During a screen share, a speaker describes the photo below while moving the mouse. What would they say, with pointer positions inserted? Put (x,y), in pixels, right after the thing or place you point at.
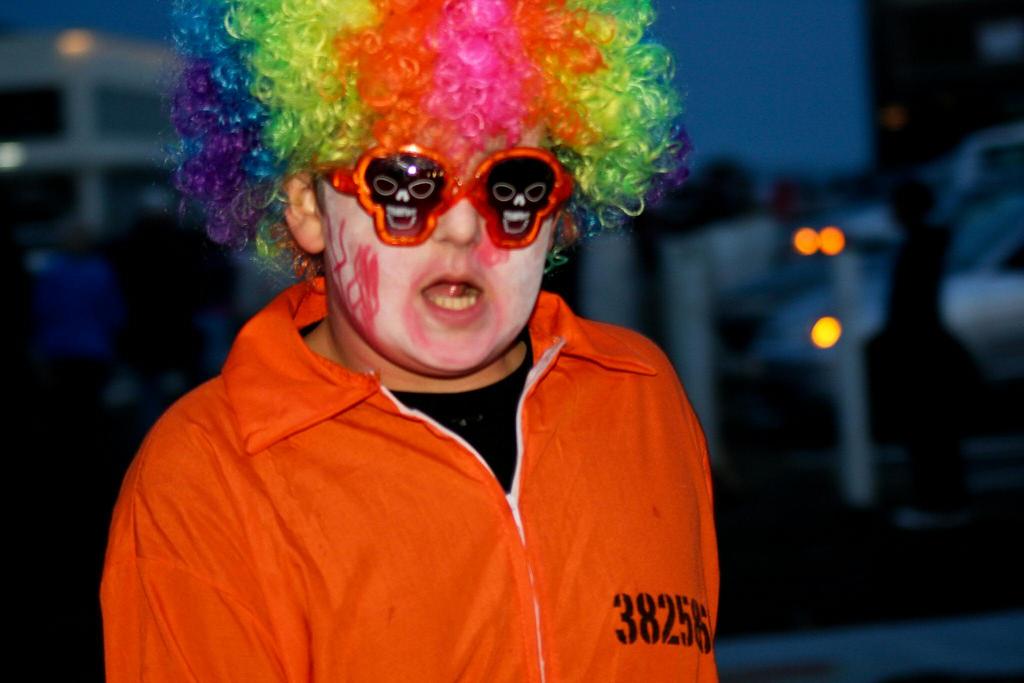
In this picture we can see a person (354,363), behind the person (354,363) we can see few lights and blurry background (756,358).
